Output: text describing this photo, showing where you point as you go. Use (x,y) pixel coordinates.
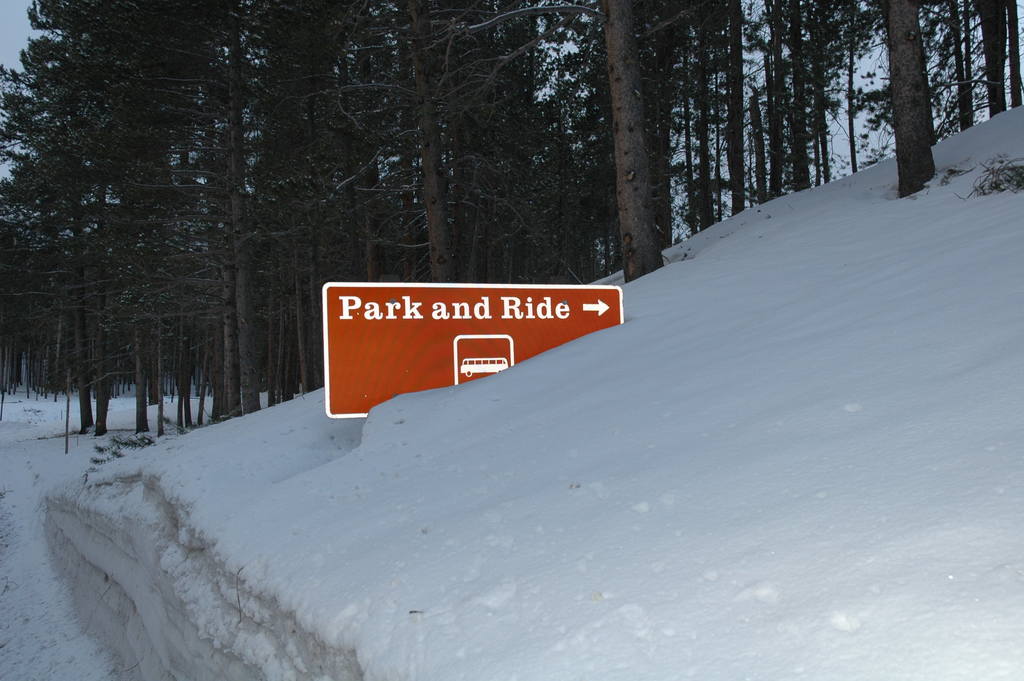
In the picture I can see the direction sign board (369,407) in the snow (553,413). In the background (568,265), I can see the trees (462,198).
